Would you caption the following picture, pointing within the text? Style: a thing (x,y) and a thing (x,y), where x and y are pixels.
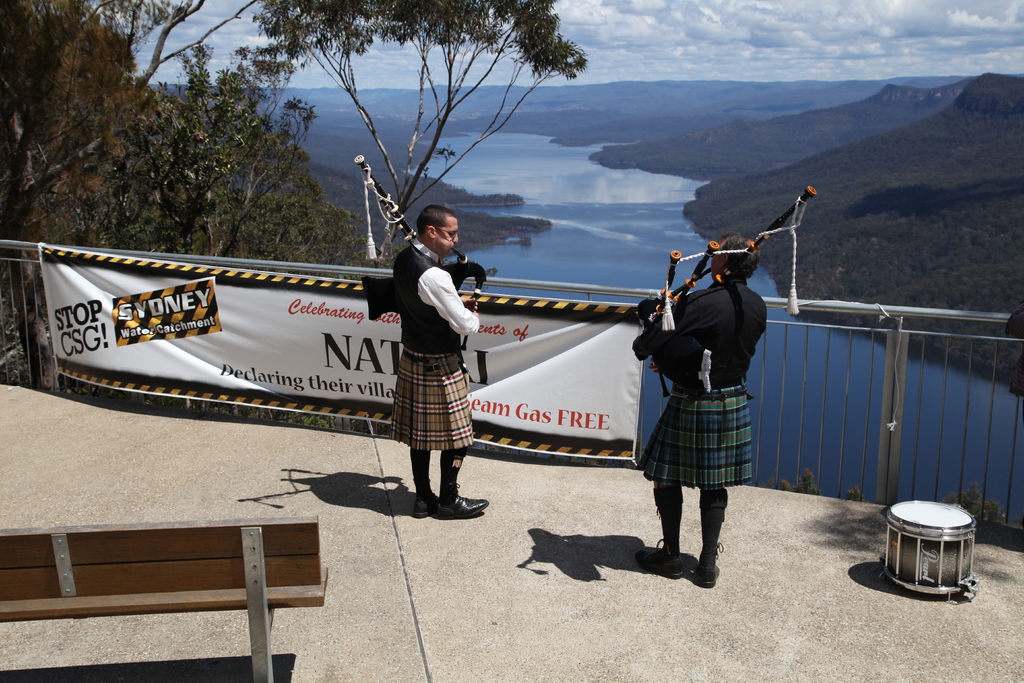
In this image, in the middle (424,314), we can see two people (747,326) wearing the black color shirt (728,320) and playing the musical instrument (664,307). On the right side (992,479), we can also see a musical instrument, metal grill (996,413), metal rod (991,390). On the left side (12,559), we can also see a bench (155,602). In the background (607,350), we can see a hoarding (607,350), trees (946,230), water (619,239) in a lake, mountain (818,98). At the top (875,34), we can see a sky (768,29) which is a bit cloudy, at the bottom (793,581), we can see land (806,560).
